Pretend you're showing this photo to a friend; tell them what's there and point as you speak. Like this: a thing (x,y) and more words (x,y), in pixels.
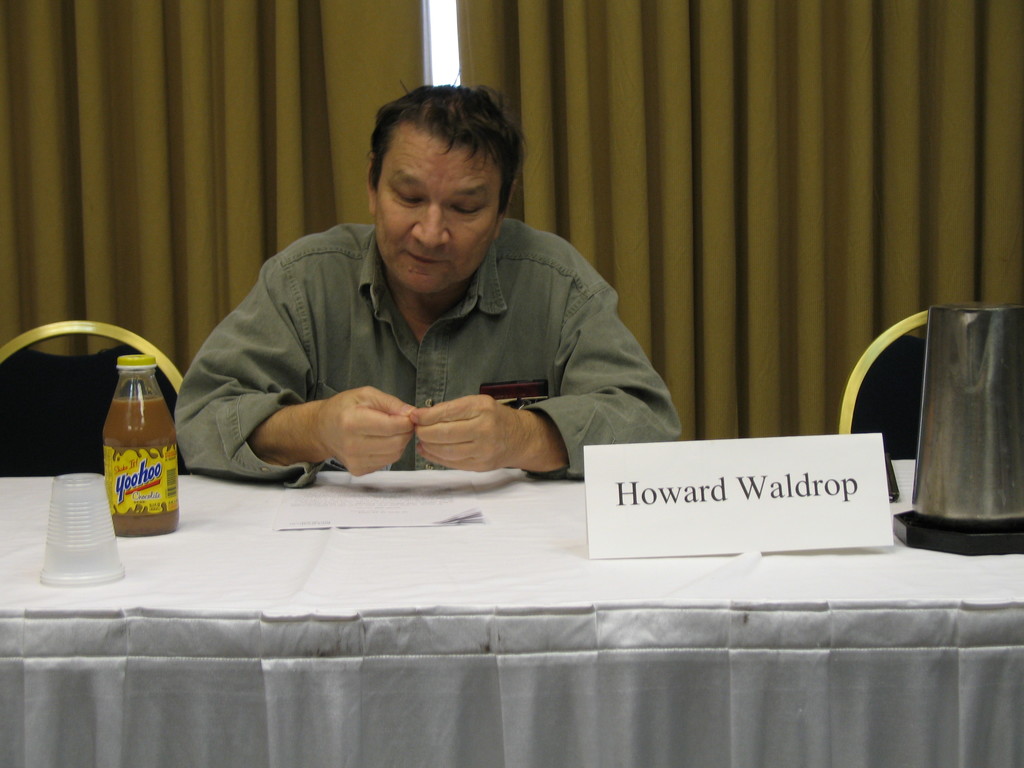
In this image there is one person (475,341) who is sitting and looking at his fingers (448,451). In front of him there is one table (523,580) on the right side (959,463) there is one flask (955,399) beside that flask (944,505) one name plate (778,516) is there and on the left side (127,459) there is one bottle (127,424) and beside bottle (121,471) one glass (87,511) is there on the right side (702,179) and left side (318,99) there are curtains (305,100) and in the middle of the image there is one window (436,52) and there are two chairs (105,388) at the left (66,398) and right side (864,406).
